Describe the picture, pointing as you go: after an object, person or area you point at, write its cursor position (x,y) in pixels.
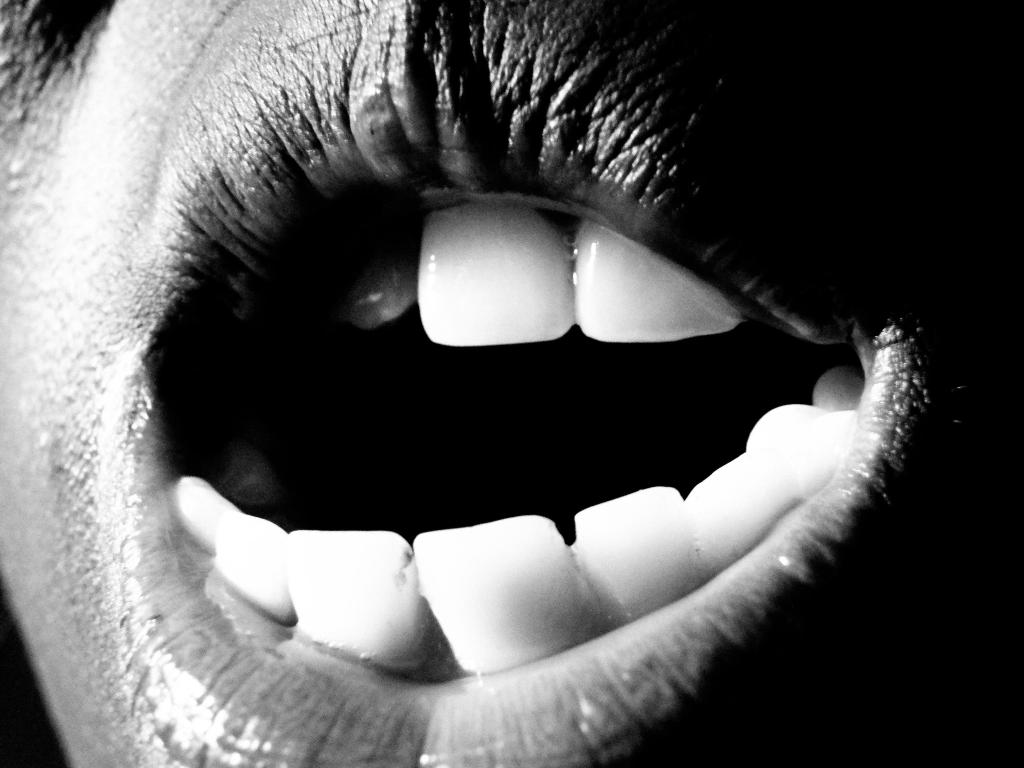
This is a picture of a person mouth (309,223) with teeth (505,204).
